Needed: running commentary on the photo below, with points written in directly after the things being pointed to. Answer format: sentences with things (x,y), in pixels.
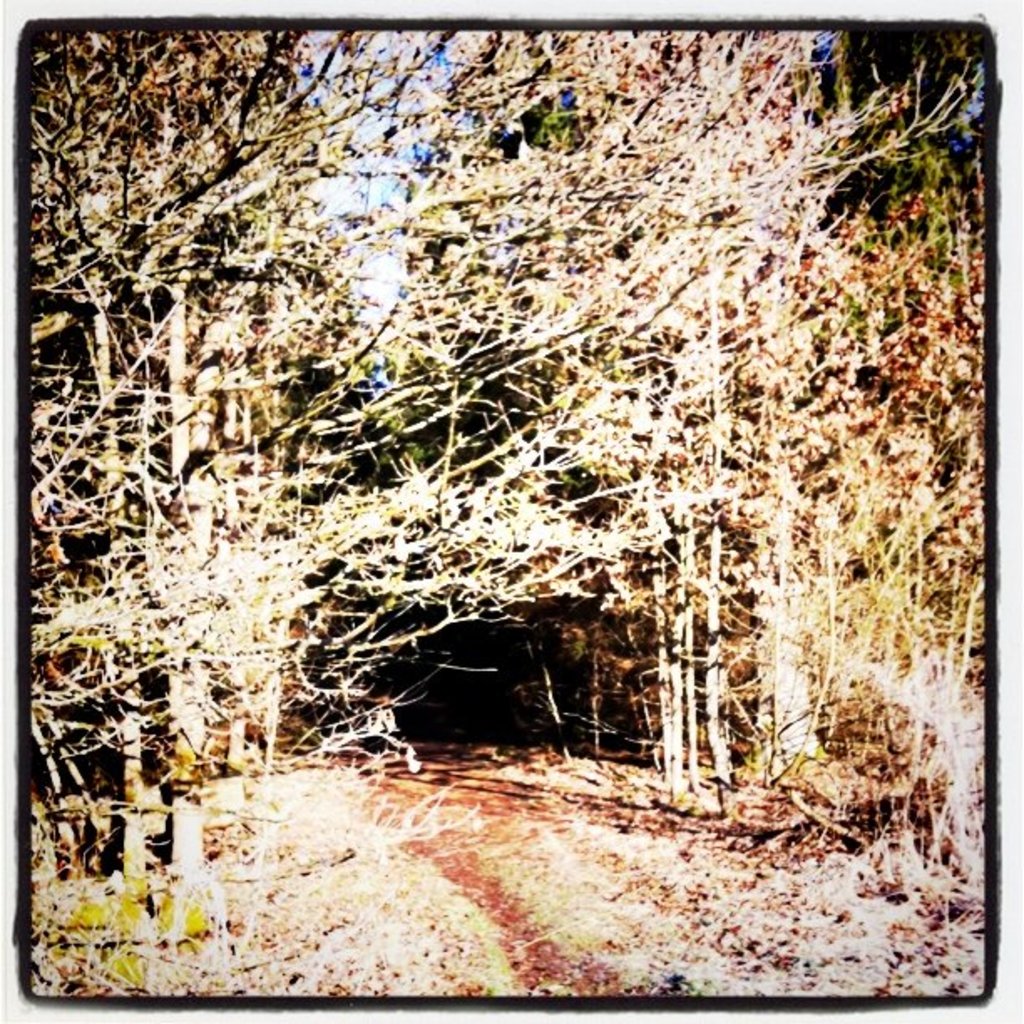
This is an edited picture of a forest (671,645) where we can see trees (249,730), path (518,916) and the sky (402,191).
